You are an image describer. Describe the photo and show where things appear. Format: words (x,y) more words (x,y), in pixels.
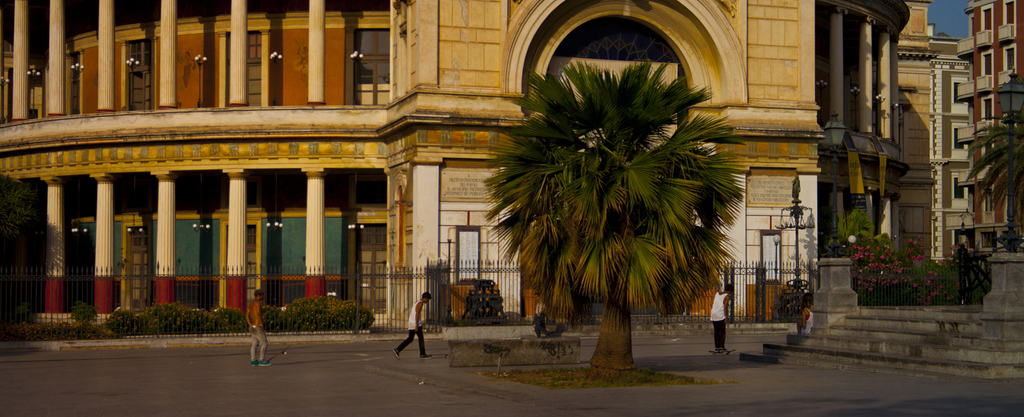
In this image I can see few people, stairs (836,337), trees (603,340) and the plants (366,326). I can see the railing (703,318) and the pole (794,284). In the background (331,119) I can see the building (368,117) with windows (769,239) and pillars (311,238) and there is a sky (939,22) in the back (949,30).
